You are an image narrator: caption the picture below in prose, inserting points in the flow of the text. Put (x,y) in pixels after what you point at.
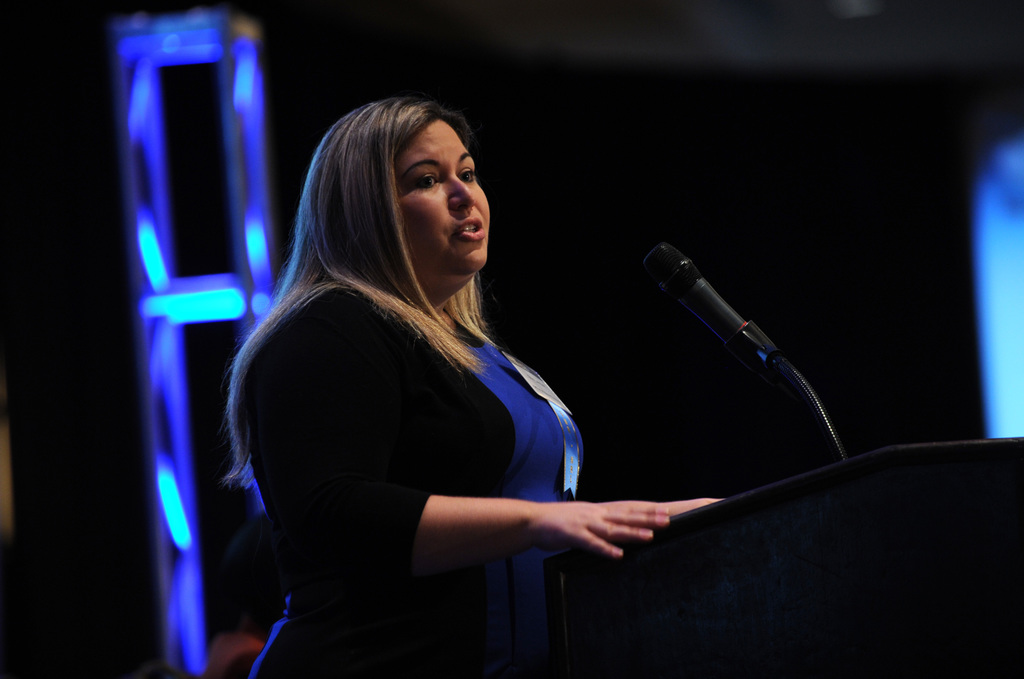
In this image I can see a woman (374,368) wearing black and blue colored dress (383,423) is standing in front of the black colored podium (695,543). I can see a microphone (657,281) in front of her. I can see the black and blue colored background (506,187).
